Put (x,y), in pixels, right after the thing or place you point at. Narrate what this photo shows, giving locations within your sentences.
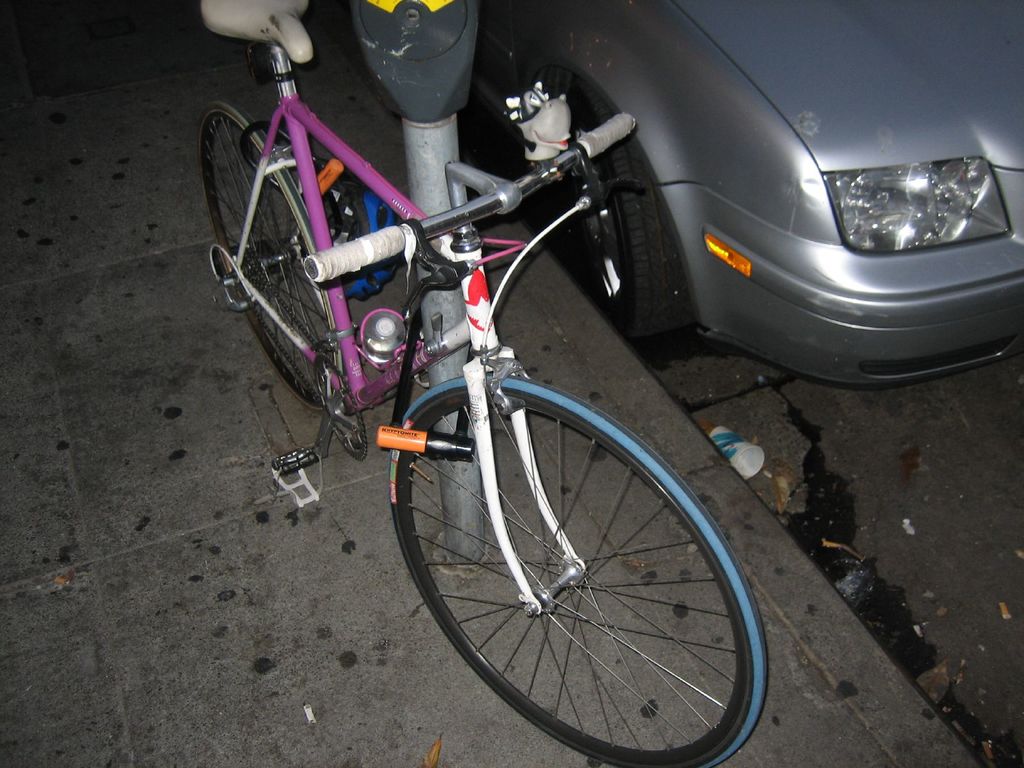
In this picture there is a bicycle (755,701) and there is a pole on the footpath (359,594) and there is a car (997,305) on the road (953,577) and there is a cup (715,430) on the road (757,434).
